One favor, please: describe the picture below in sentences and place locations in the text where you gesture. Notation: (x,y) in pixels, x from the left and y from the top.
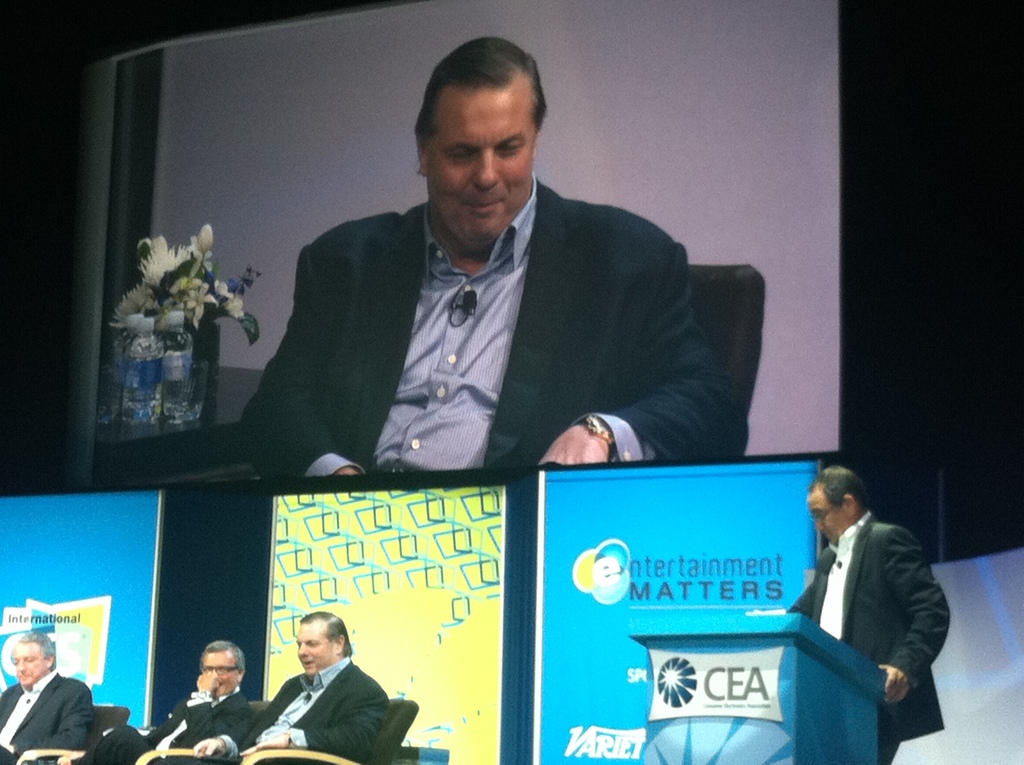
Here on the right side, we can see a person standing in front of a podium (681,664). On the left side (334,727), we can see 3 people (351,722) sitting on the chairs (392,744) and looking at someone.
